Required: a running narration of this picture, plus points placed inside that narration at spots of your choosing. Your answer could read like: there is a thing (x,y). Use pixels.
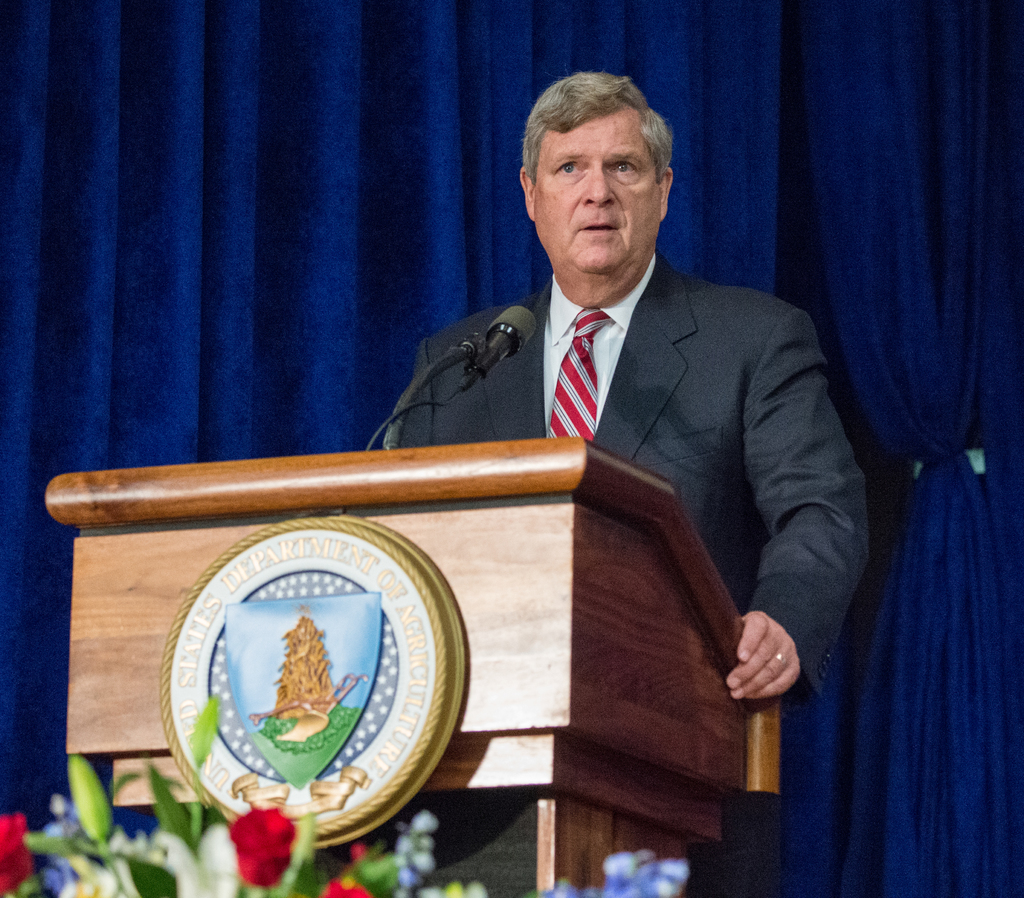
In this image we can see a man (585,369) standing in front of a mike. Here we can see a podium (463,630), flowers (116,878), and leaves (168,824). In the background (139,55) there are curtains (833,245).
